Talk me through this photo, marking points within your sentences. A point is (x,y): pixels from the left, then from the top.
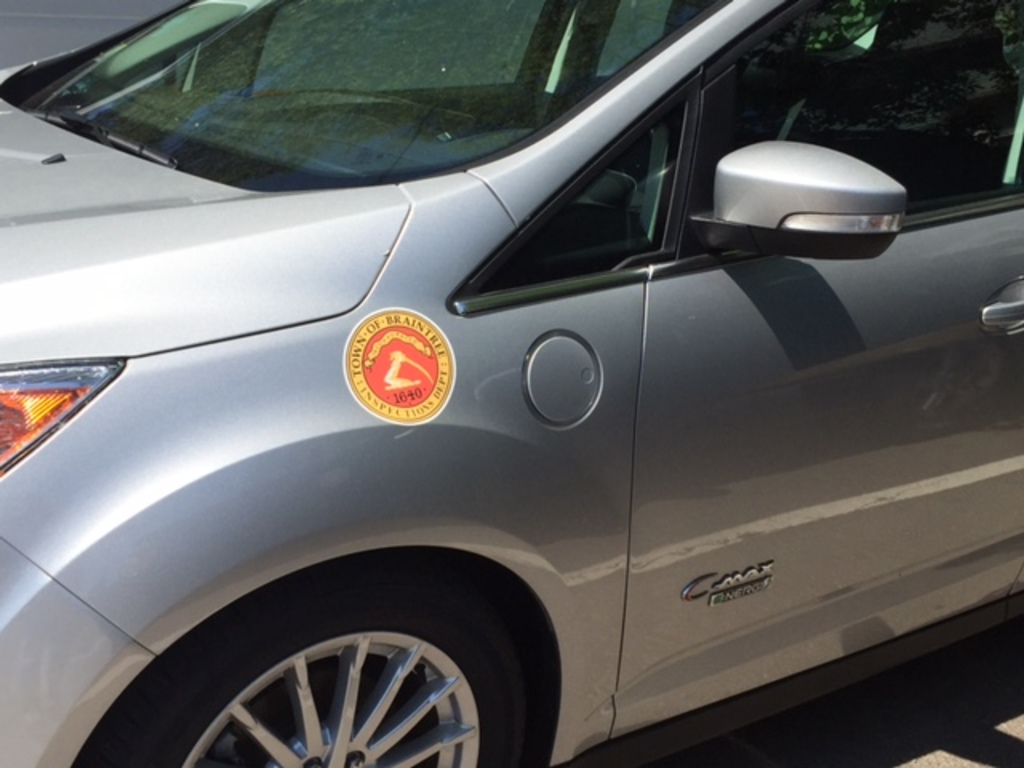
In this picture there is a car (736,483). On the left (16,428) I can see the side light (0,428) and sticker (401,395). On the right (888,168) I can see the mirror (736,203), seat (895,131), window (945,191) and door (885,457). At the bottom (467,680) there is a wheel (510,706).
